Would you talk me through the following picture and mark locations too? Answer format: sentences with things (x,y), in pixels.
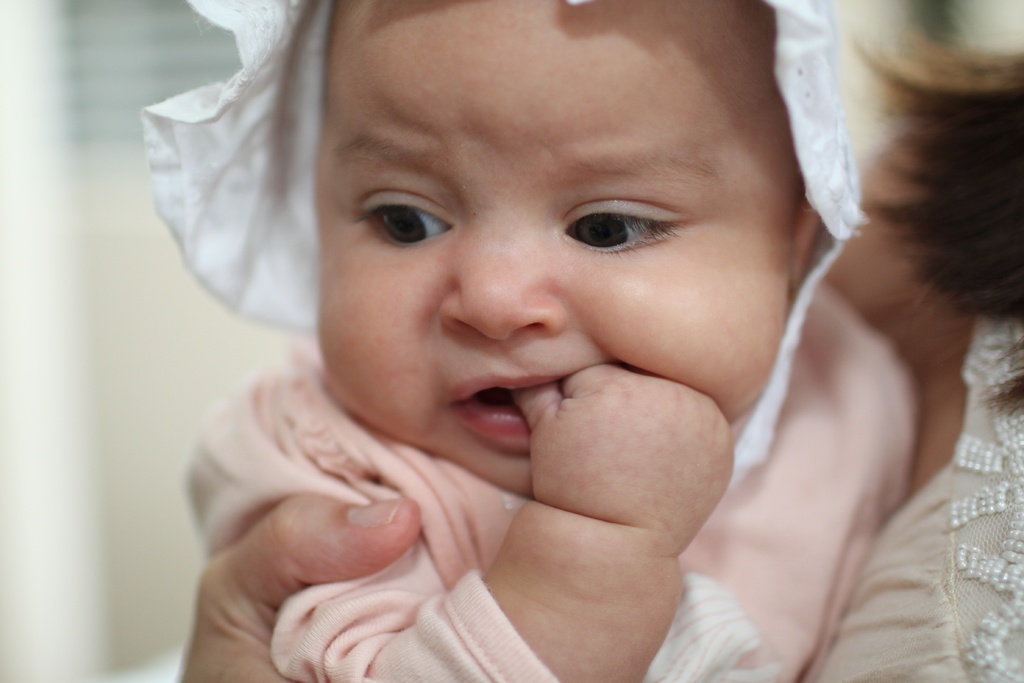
On the right (842,462) we can see a person (378,555) holding a kid (433,543) in the hand (245,636). In the background (14,628) the image is blur but we can see a wall (182,398).
